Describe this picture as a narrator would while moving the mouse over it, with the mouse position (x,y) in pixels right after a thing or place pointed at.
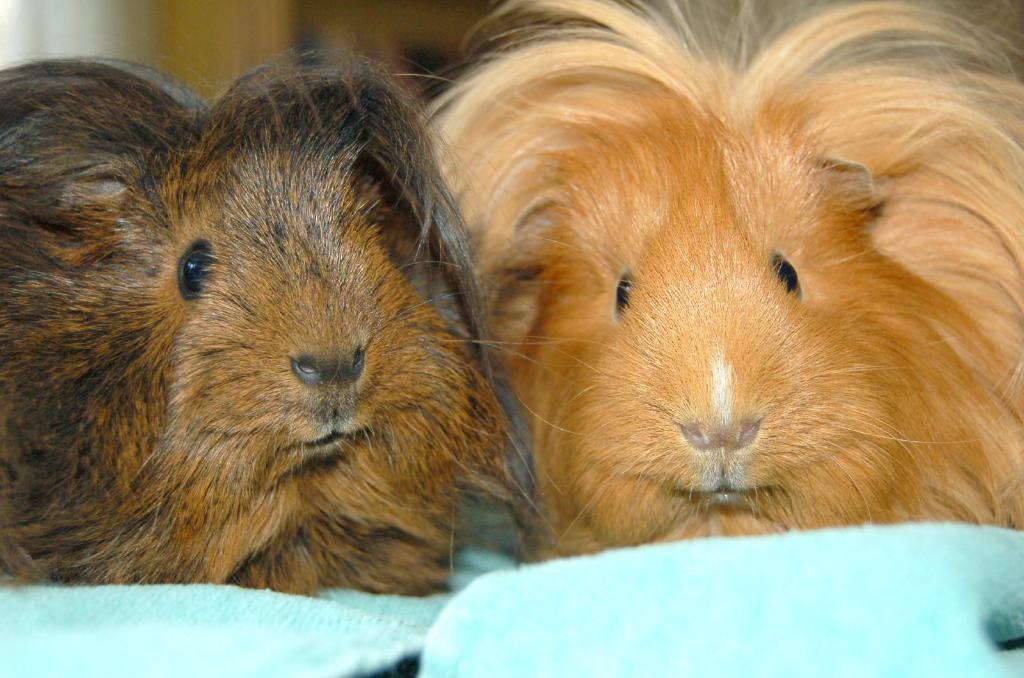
In this image we can see a guinea pig (667,384), here it is in cream color, at beside here it is in brown color.
